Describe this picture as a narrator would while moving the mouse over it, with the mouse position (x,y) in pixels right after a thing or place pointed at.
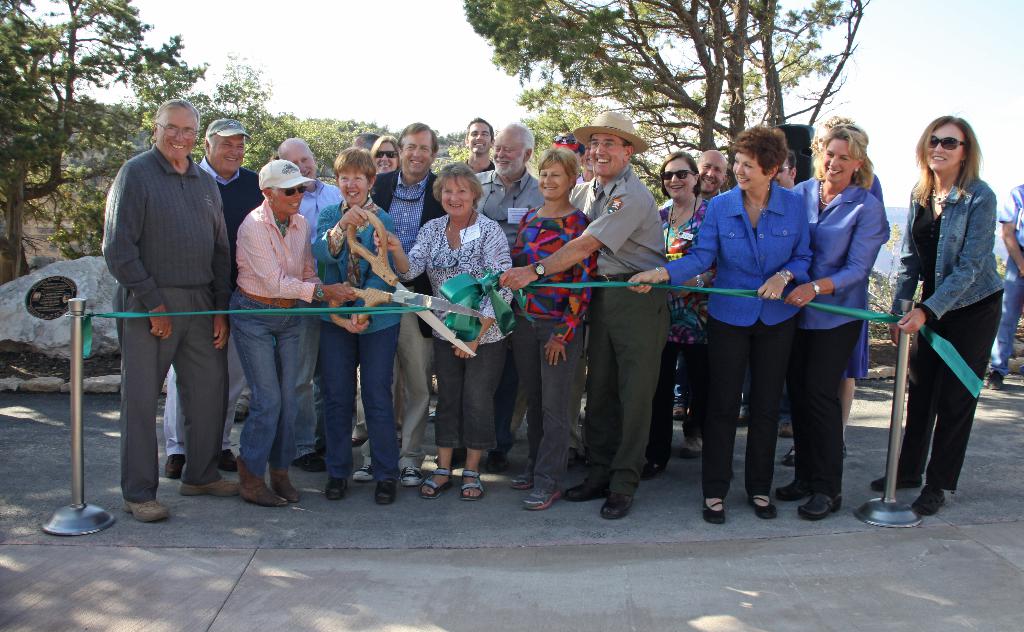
In this picture we can see some people (474,217) standing here, we can see scissors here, we can see a ribbon (195,313) here, in the background (679,106) there are some trees (679,106), we can see the sky (379,47) at the top of the picture (377,41).
